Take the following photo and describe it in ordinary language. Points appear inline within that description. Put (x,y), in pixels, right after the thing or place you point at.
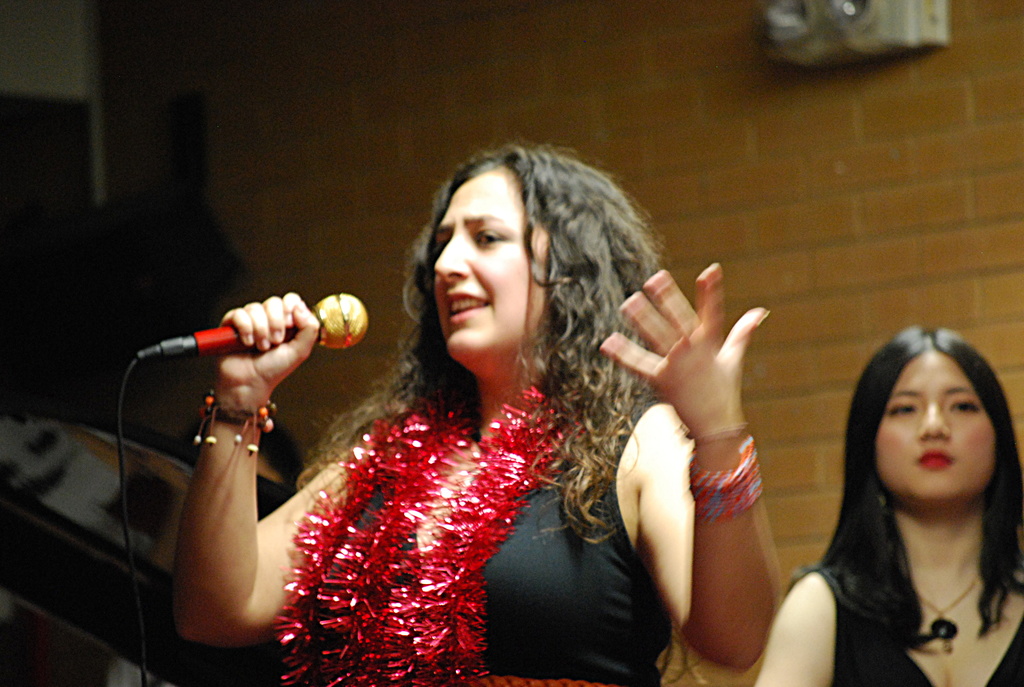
The image is inside the room (367,586). In the image there is a woman (445,514) standing holding a microphone (234,338) for talking, on right side (947,572) there is another woman (974,521) wearing black color dress (893,656) in background (791,166) there is a brick wall (876,173).
